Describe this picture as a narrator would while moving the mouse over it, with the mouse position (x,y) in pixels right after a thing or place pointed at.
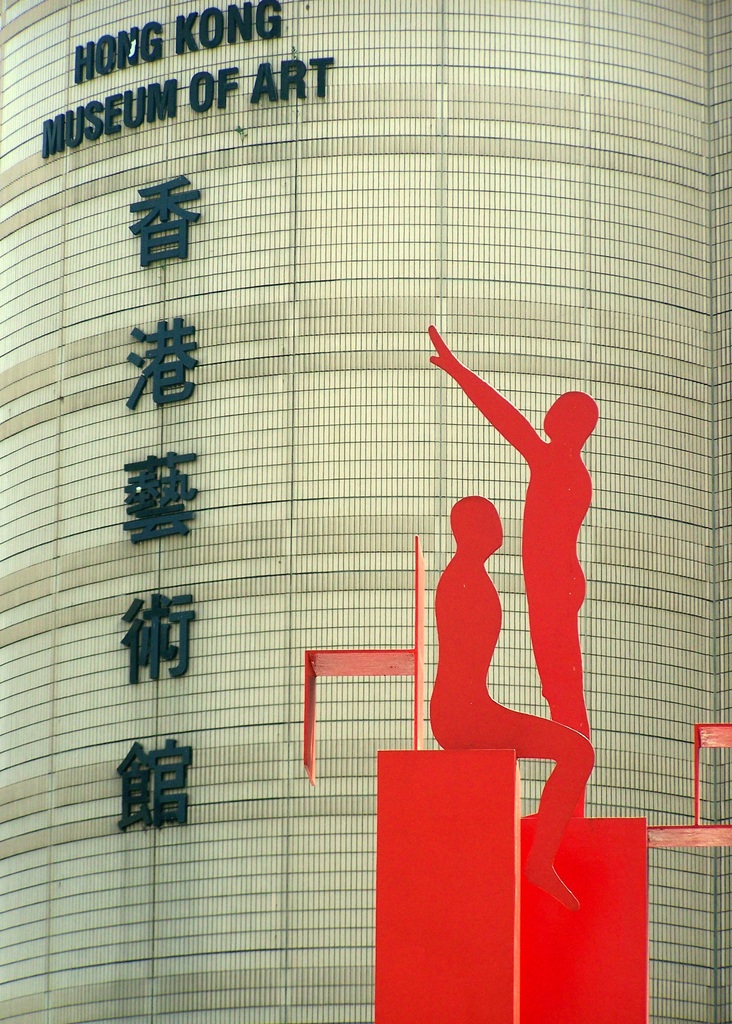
There is a wall (296,303). On that something is written. On the right side (500,744) there is a red color art (478,733). On the art (549,726) a person (436,708) is sitting and another person (559,584) is standing.
